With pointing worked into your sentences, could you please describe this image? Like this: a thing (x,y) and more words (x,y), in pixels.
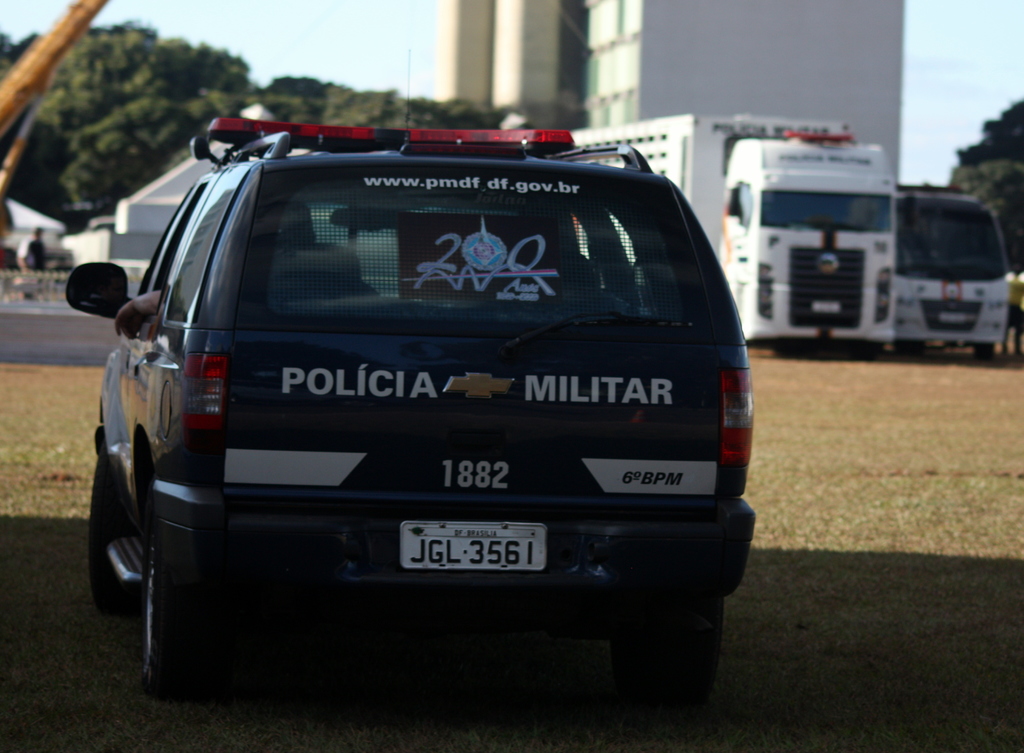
In this picture we can see vehicles (741,353) on the ground (798,449) and in the background (582,63) we can see two people (1013,328), trees (975,178), building (766,78), some objects (10,110) and the sky (308,9).
